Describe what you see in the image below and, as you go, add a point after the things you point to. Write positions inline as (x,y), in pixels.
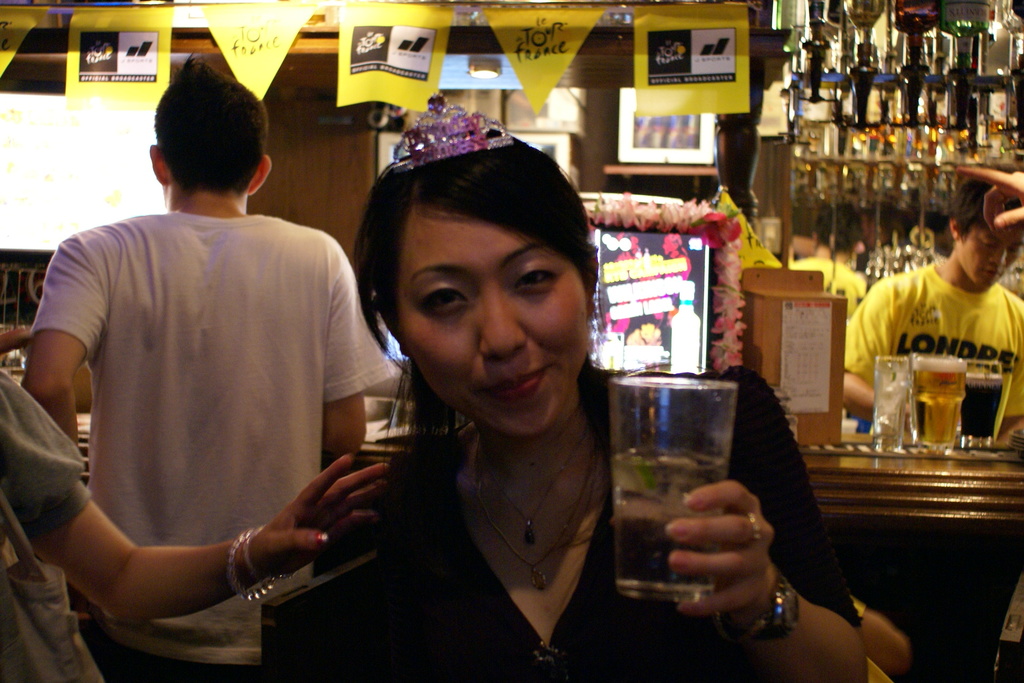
As we can see in the image there are few people (424,186) here and there, table (984,556), posters (391,61) and glasses (953,389). The woman (582,344) standing in the front (511,496) is wearing black color shirt (621,602) and holding a glass (670,419).
